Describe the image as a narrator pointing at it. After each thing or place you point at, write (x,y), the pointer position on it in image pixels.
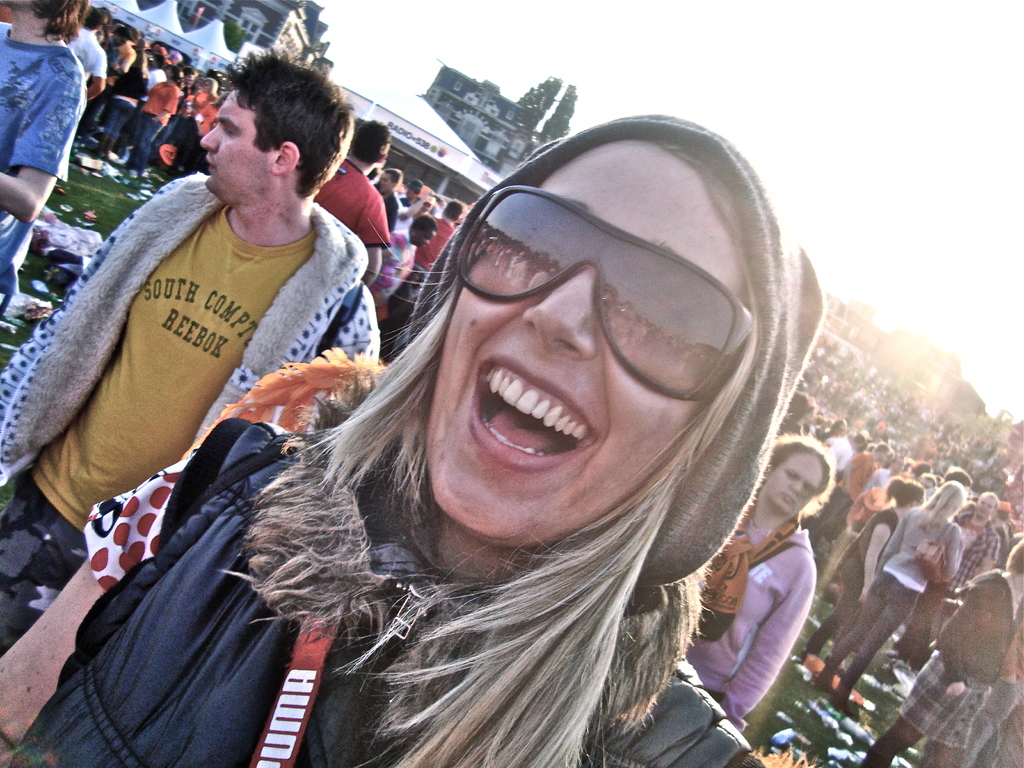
In this image a person (683,188) is wearing goggles (634,248) and a cap (745,231). Beside there is a person (249,385) wearing a jacket (36,366) is standing on the grass land (101,209). Behind them there are few persons (942,443). Left top there are few tents (187,42). Behind there are few buildings (482,97) and trees (563,125). Right top there is sky (946,111).
